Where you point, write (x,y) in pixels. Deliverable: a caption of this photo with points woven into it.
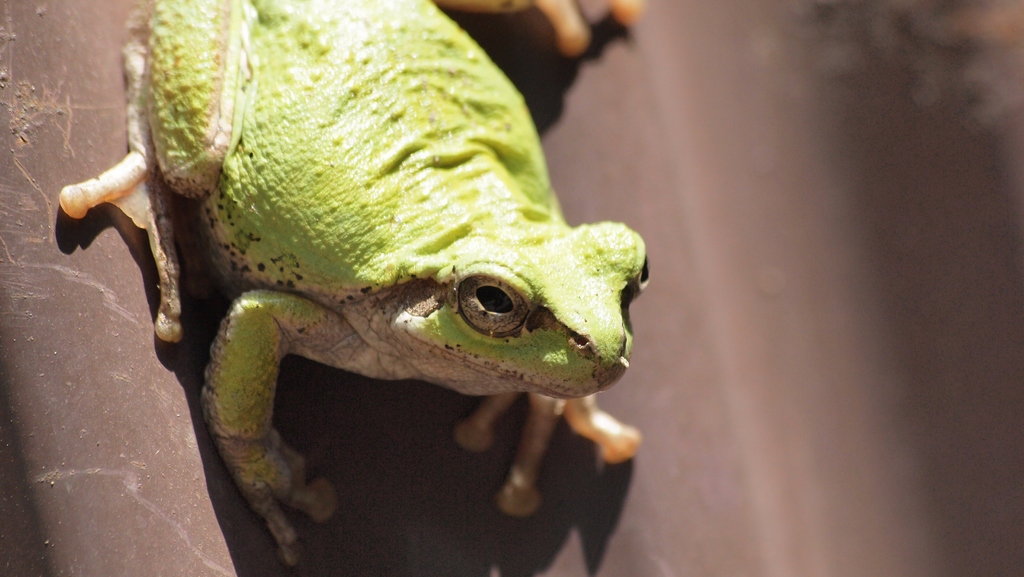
This picture shows a frog (356,176). it is green in color and we see a brown background (143,550).
